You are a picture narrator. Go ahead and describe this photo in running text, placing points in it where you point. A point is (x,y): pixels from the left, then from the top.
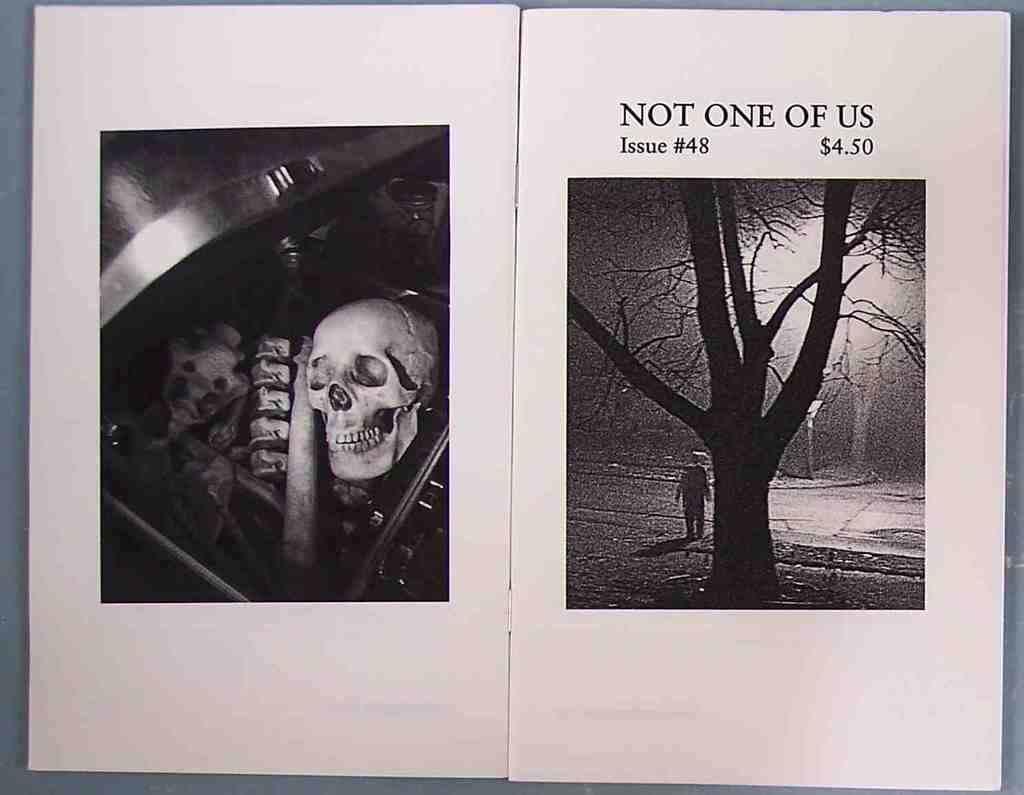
In this image we can see a book (435,666). On the left side of the image (273,354) we can see skull (418,335) and few more things (259,356) are kept in the box (230,143). On the right side of the image (729,551) we can see a person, tree (765,481) and some text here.
